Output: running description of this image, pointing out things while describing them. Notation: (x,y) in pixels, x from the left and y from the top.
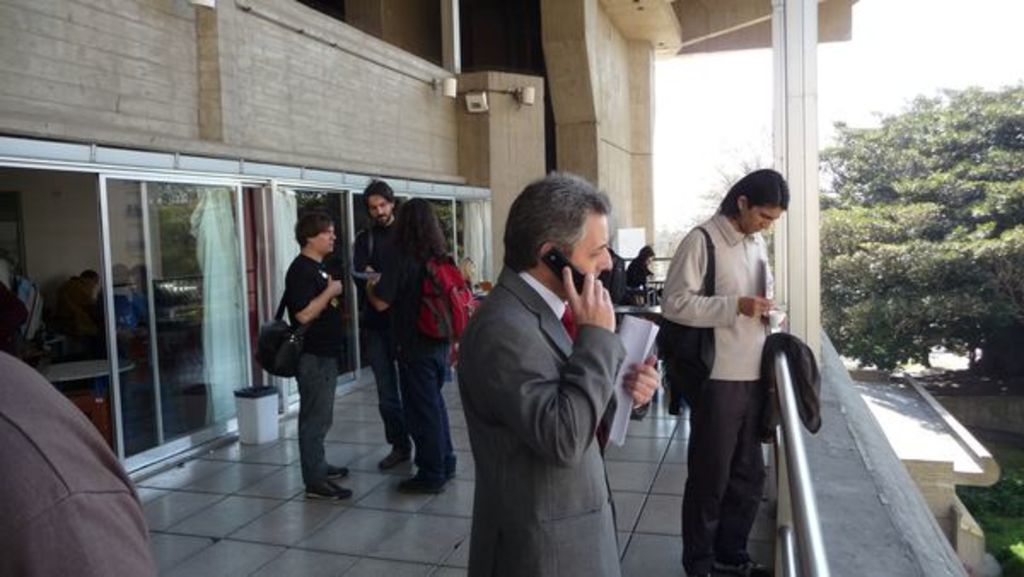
In the image I can see people (550,347) standing among them some are holding objects (636,341) in hands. In the background (350,353) I can see a building (417,91), glass doors (200,274), framed glass wall (184,329), trees (1013,123), the sky (699,178) and some other objects (459,286).
